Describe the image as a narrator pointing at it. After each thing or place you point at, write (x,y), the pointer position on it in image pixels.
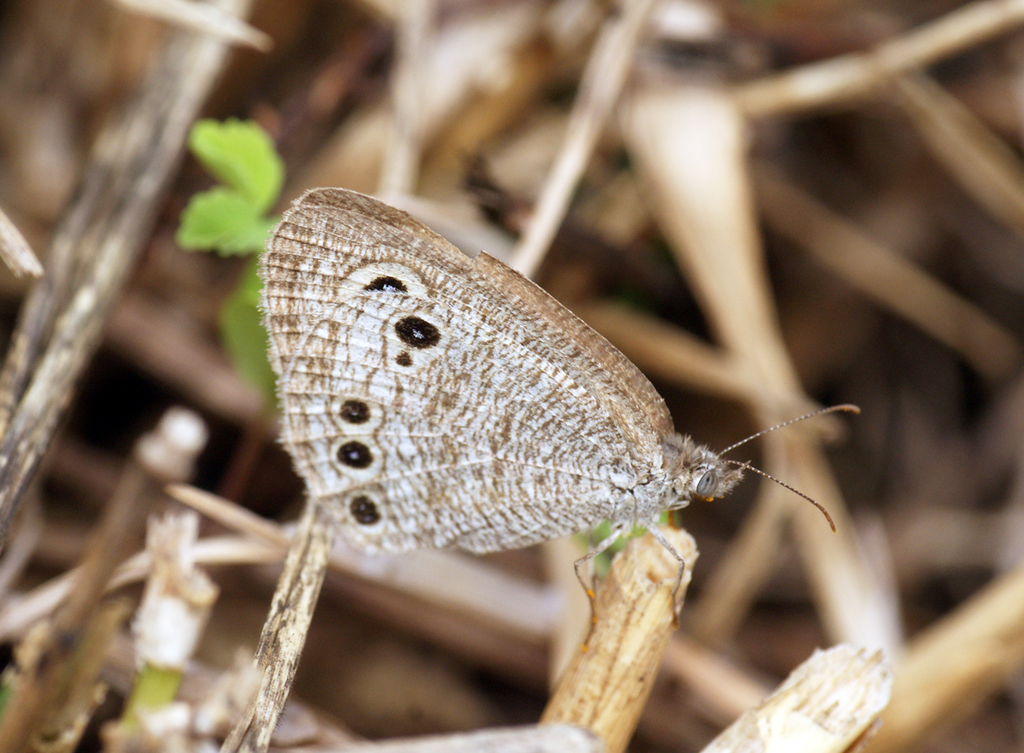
This image consists of a butterfly (456,415) in brown color is sitting on a stem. In the background (608,119), there are plants (225,174) along with leaves (255,138).
